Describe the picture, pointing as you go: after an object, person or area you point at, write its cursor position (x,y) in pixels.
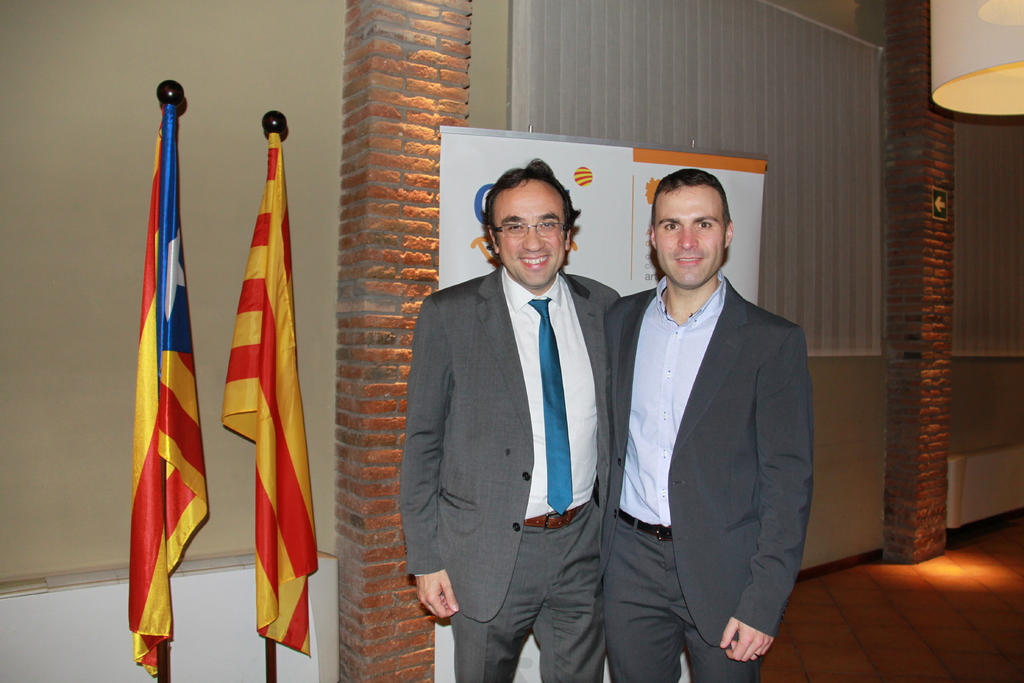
In this picture we can see two men (664,471) standing here, on the left side (264,447) there are two flags (244,397), we can see a wall (224,384) in the background (785,155), there is a light (1011,84) here.
